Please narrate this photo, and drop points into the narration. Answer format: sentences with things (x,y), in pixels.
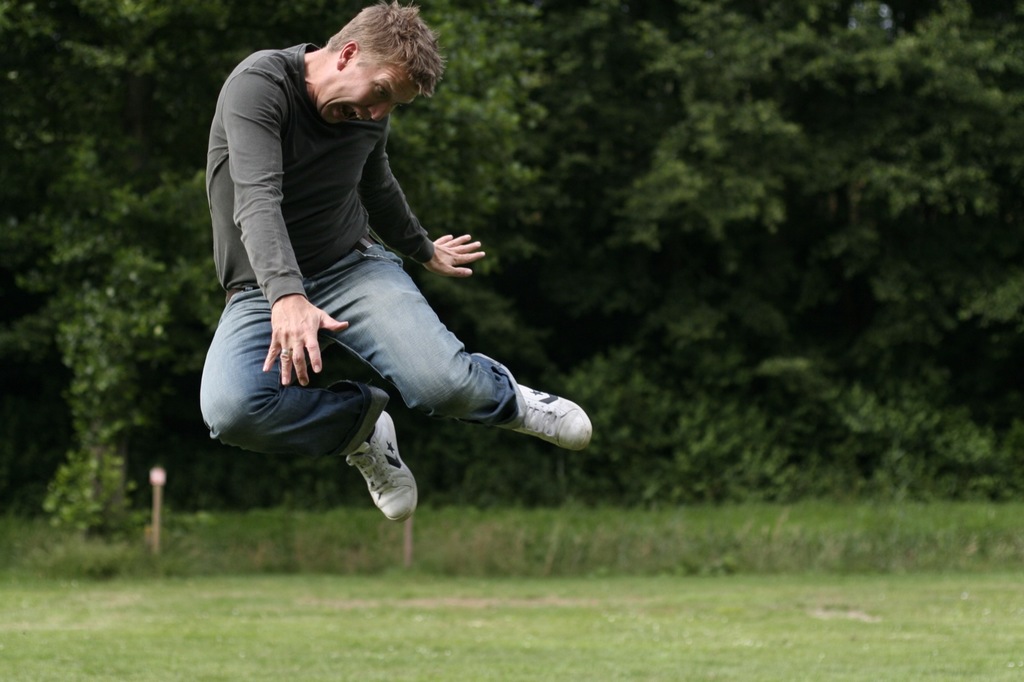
In this image, we can see a man (307,269) in the air (397,398), there is grass (117,631) on the ground (188,617), we can see some trees (787,189).
